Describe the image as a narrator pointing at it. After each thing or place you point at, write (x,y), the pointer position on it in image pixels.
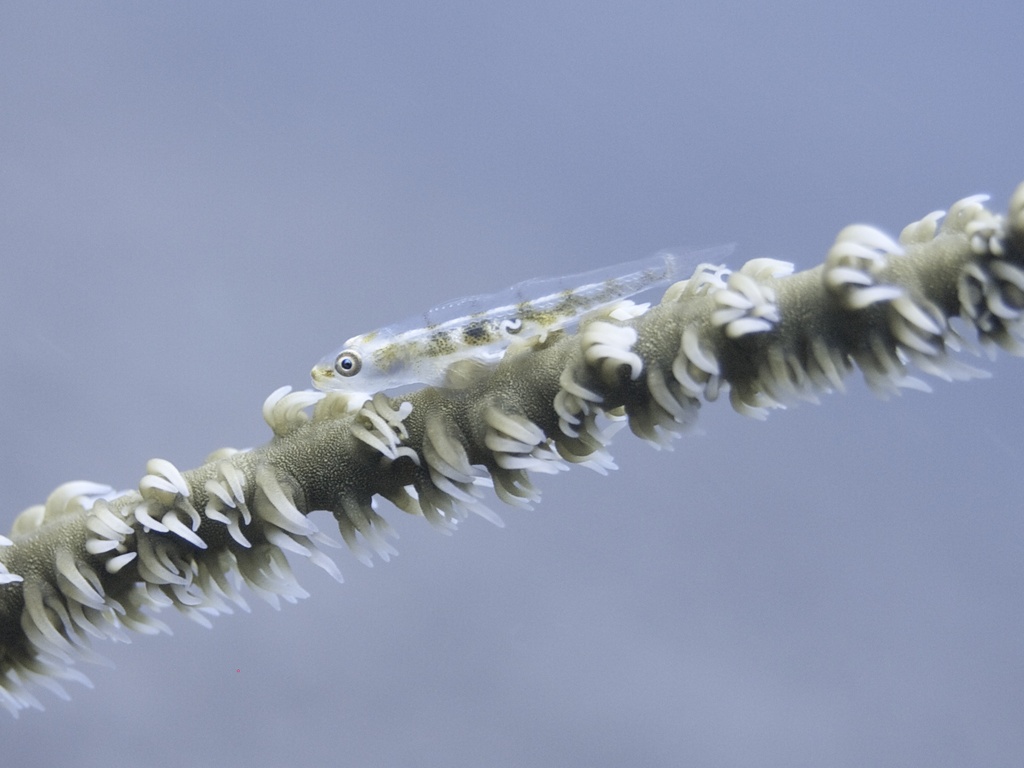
In this image there is a fish (382,391) on the coral (403,490).
